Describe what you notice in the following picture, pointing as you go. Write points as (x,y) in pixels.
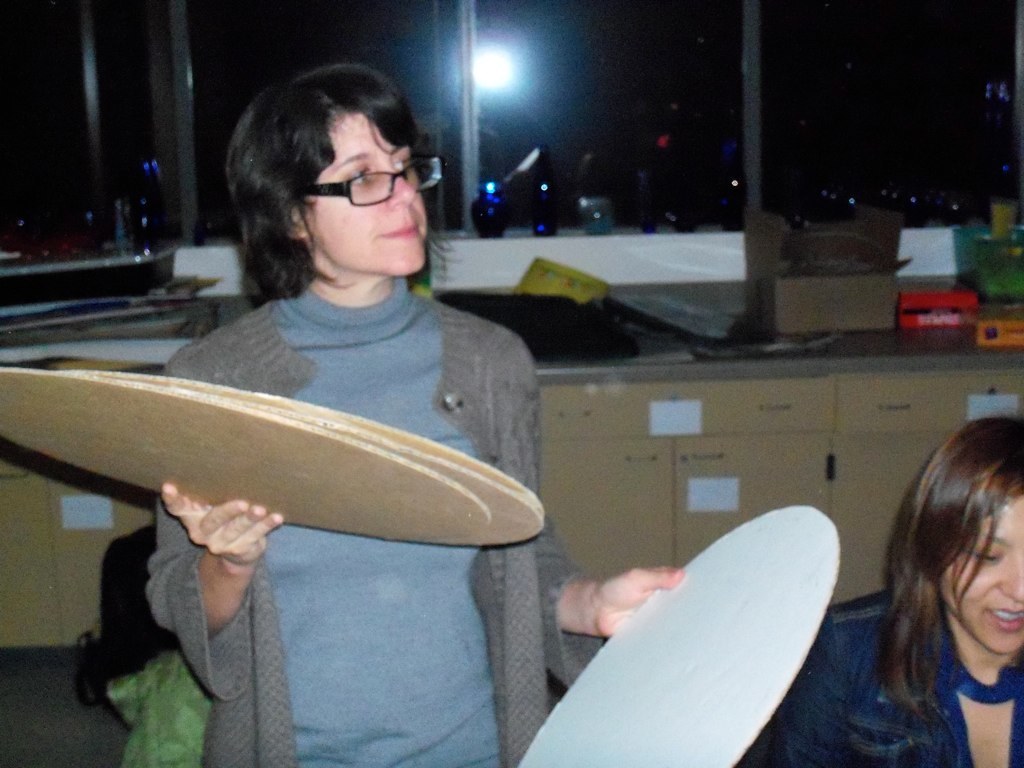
In the image we can see there is a person (343,544) who is standing and holding cardboard sheets (260,483) in her hand (261,525) and she is wearing ash colour jacket (521,341) and there is another woman (880,654) sitting and at the back (841,233) on the table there are wine bottles (733,185) and cardboard boxes (880,304) and books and the woman (364,169) is wearing spectacles (357,182).
